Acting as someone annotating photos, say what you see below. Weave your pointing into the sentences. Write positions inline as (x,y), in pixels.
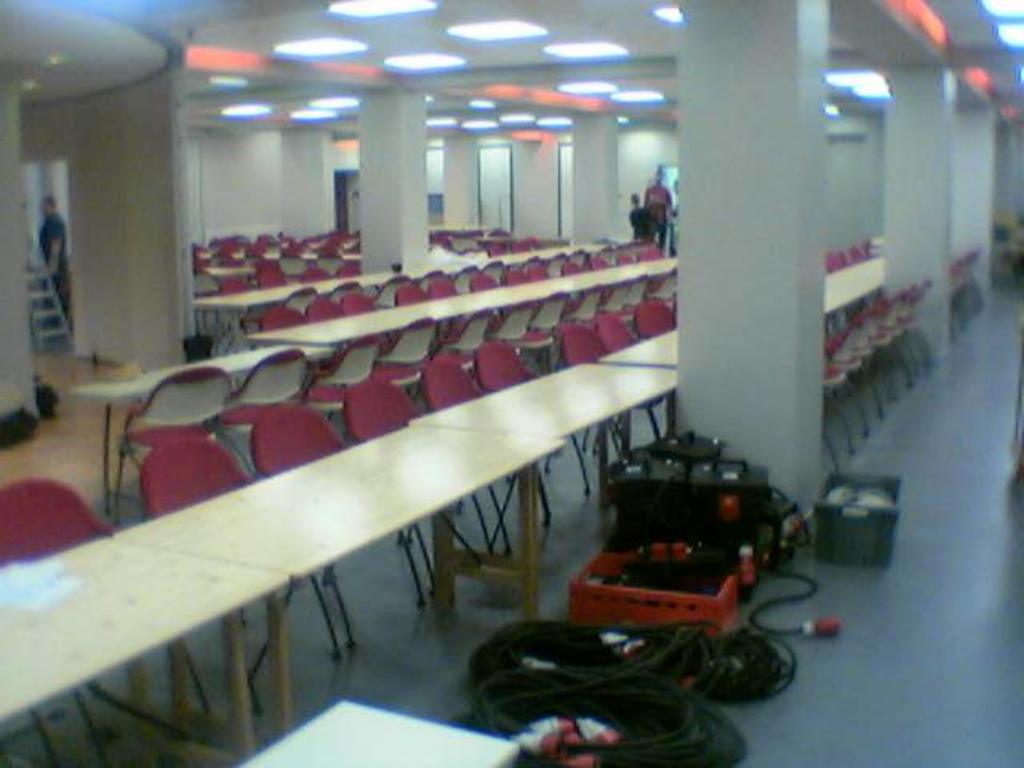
This is inside view of a room (499,346). We can see chairs (355,442) on the floor (568,540) at the tables (329,328) and there are boxes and objects (744,678) on the floor (573,518). In the background (124,225) we can see pillars (681,425), few persons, lights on the ceiling (127,37), doors (499,210), ladder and wall (350,142).
